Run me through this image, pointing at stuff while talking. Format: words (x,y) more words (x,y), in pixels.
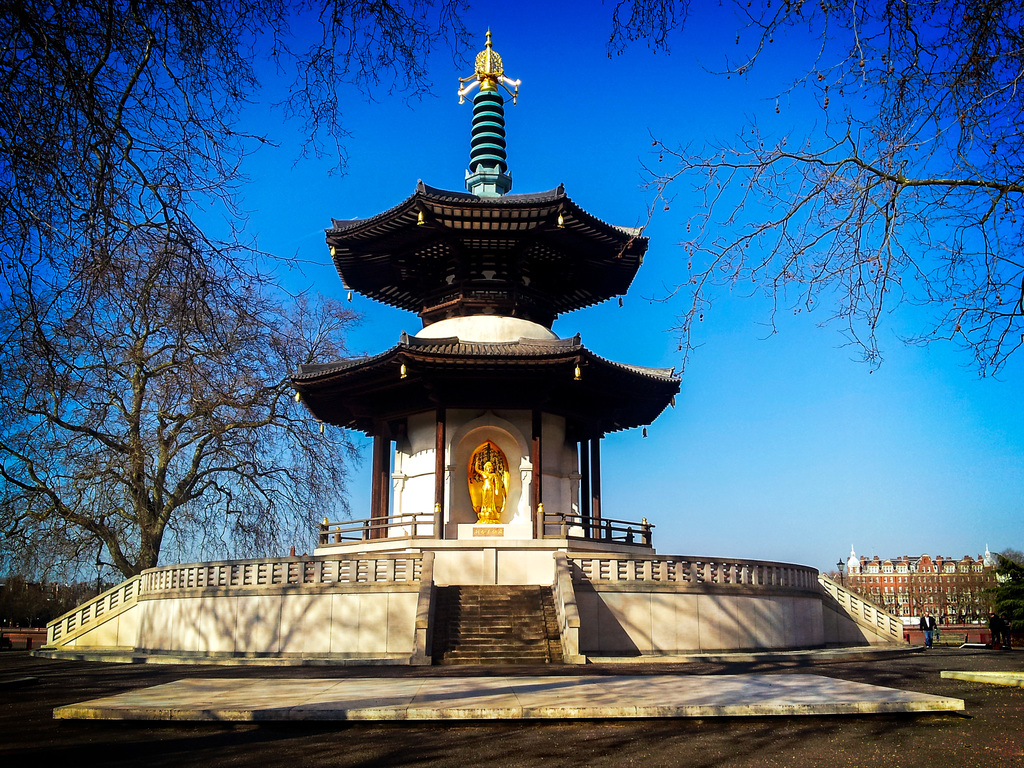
In this picture I can see there is a building (532,475), with a tower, there are few idols (477,490) and there is a person (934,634) walking at right side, there is a building (983,577) in the backdrop (983,597) and there are trees (52,136) at left (121,348) and right sides. The sky (432,136) is clear.
